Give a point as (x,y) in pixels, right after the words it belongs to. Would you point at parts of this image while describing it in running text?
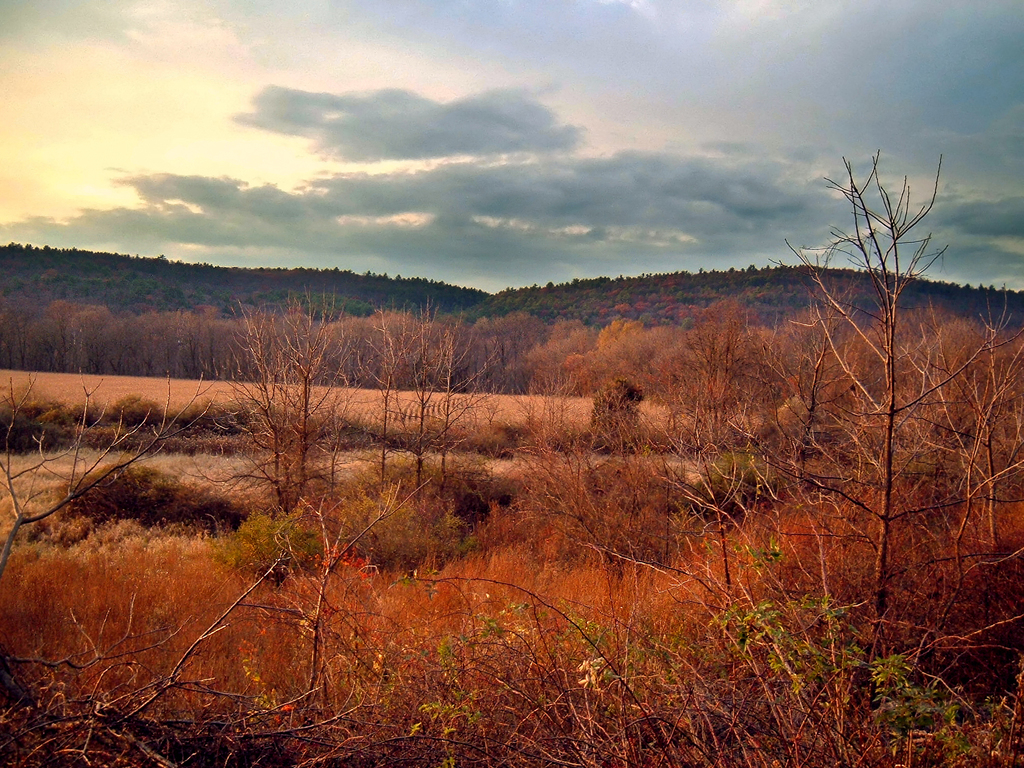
In this image, we can see some trees (696,377) and plants (614,635). There is a hill (534,314) in the middle of the image (357,295). There are clouds (494,133) in the sky (501,108).
